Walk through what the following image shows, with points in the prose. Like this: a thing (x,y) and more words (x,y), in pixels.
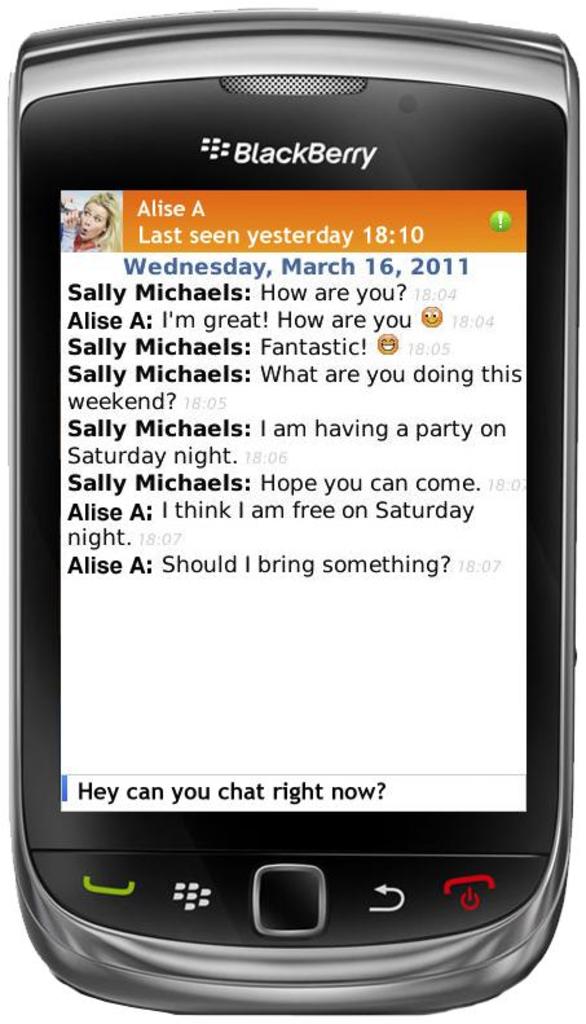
In this image I can see a cell phone (252,621) which is black and grey in color. I can see few buttons (307,867) on the cell phone (258,864) and I can see the white colored screen (280,478) on which I can see few black colored words (214,489). I can see the white colored background (294,7).
